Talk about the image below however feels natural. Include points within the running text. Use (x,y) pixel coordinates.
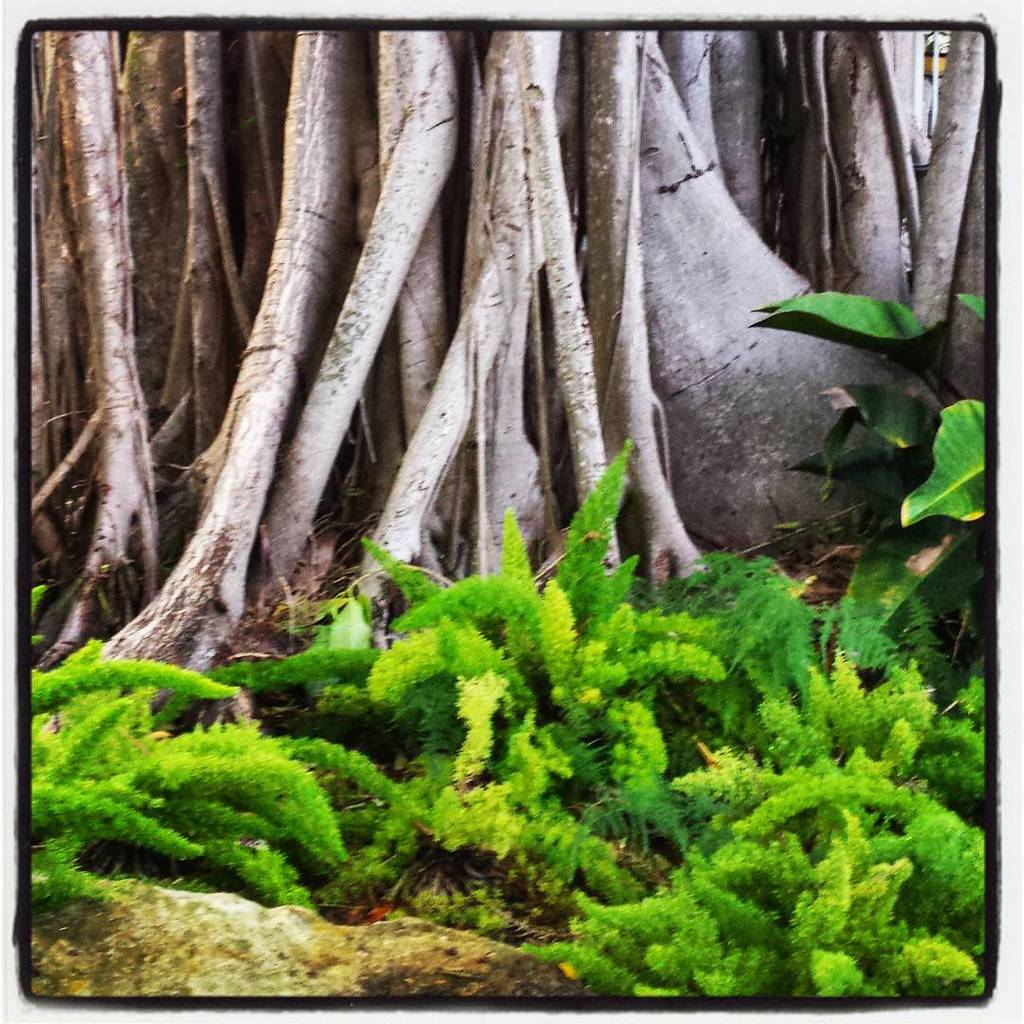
In the image we can see there are trees (437,216) and there are plants (390,805) grown on the ground (521,939).
